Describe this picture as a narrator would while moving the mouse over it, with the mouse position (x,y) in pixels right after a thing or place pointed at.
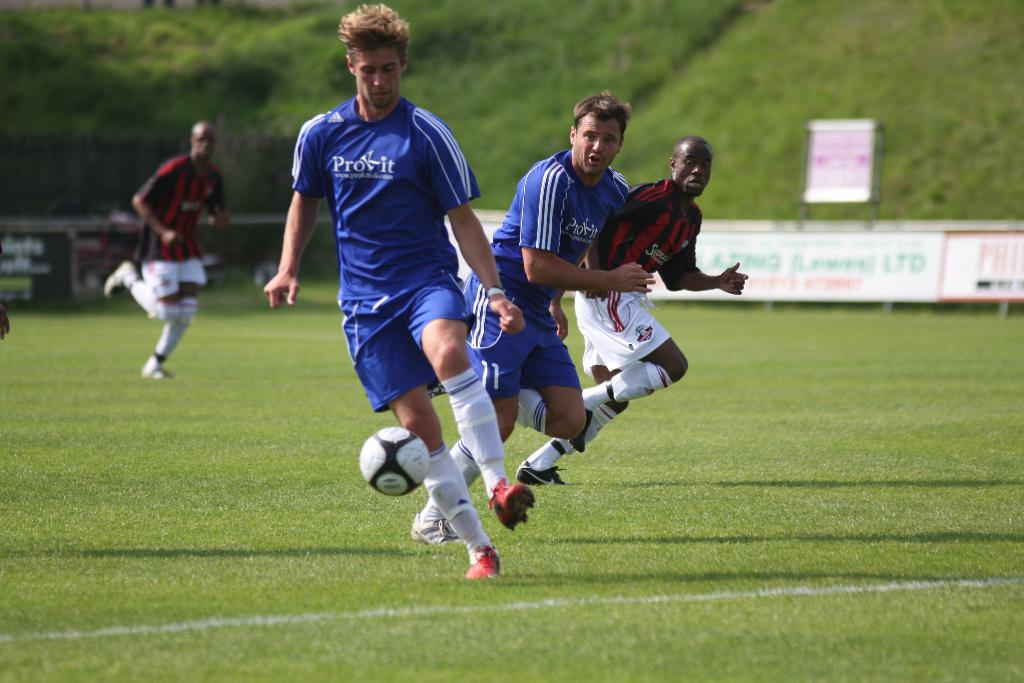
There are group of people (433,234) playing football (408,451) and the ground (678,500) is greenery (571,527).
